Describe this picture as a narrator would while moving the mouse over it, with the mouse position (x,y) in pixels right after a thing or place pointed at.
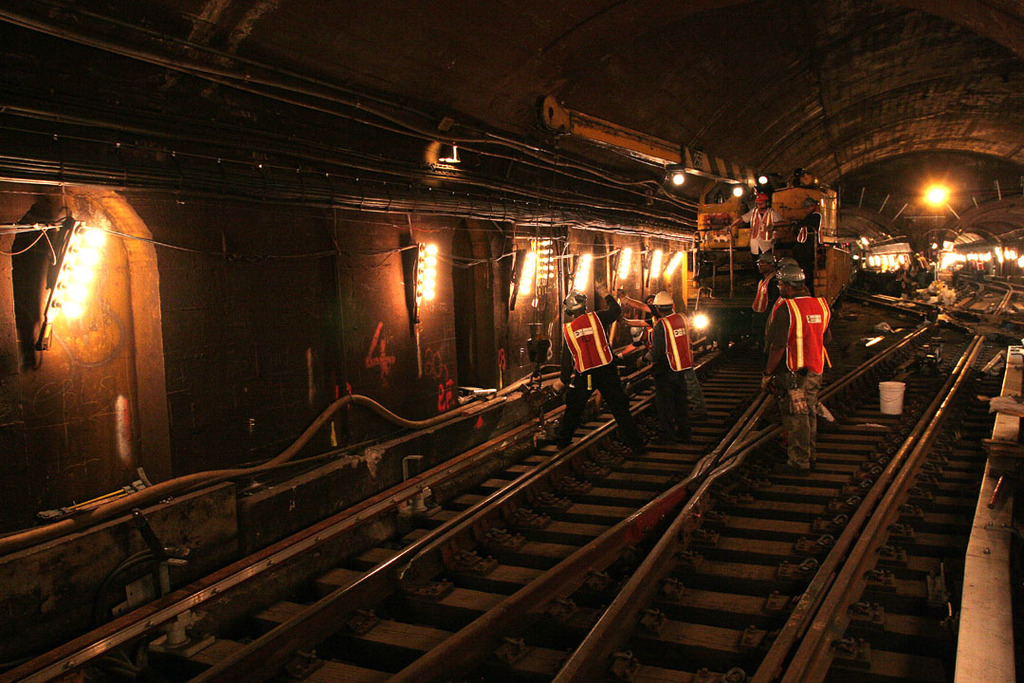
In this image, we can see people (668,354) and are wearing safety jackets (671,325) and helmets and we can see lights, pipes (304,170) and there is some text (443,367) on the wall (275,372). At the bottom (505,531), there are tracks (612,444).
